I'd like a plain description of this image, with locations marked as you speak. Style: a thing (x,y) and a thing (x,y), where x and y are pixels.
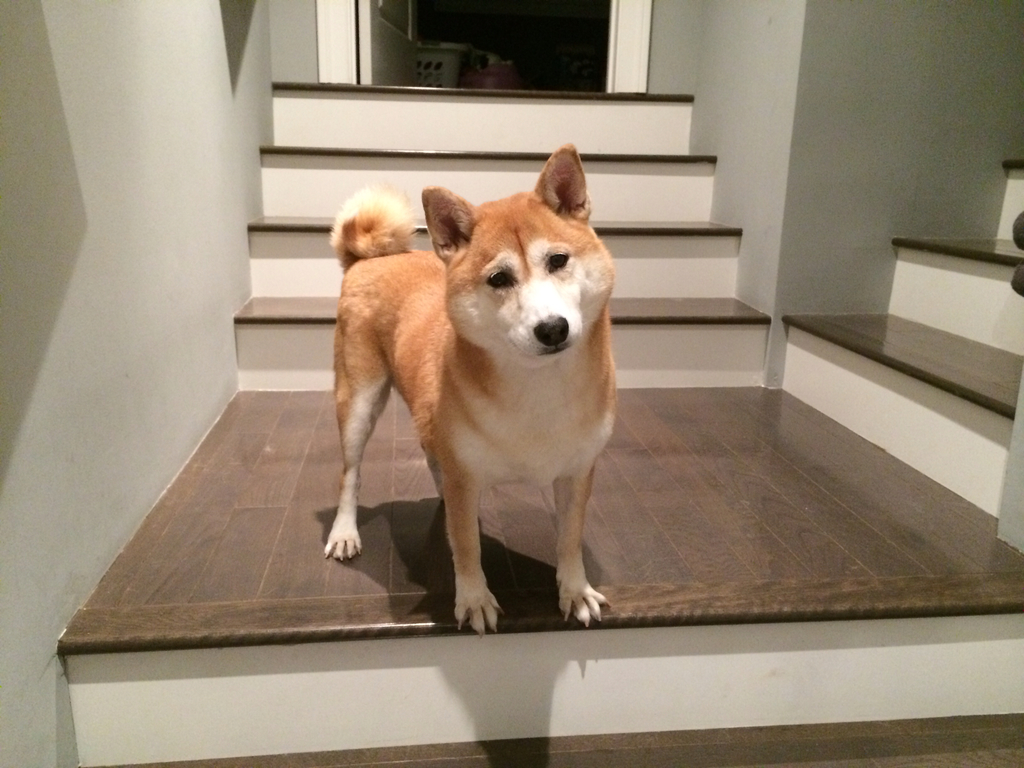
In this image we can see a dog (478,426) which is of brown and white color standing on the stairs (378,481) and at the background of the image (533,54) there is door (397,38).
